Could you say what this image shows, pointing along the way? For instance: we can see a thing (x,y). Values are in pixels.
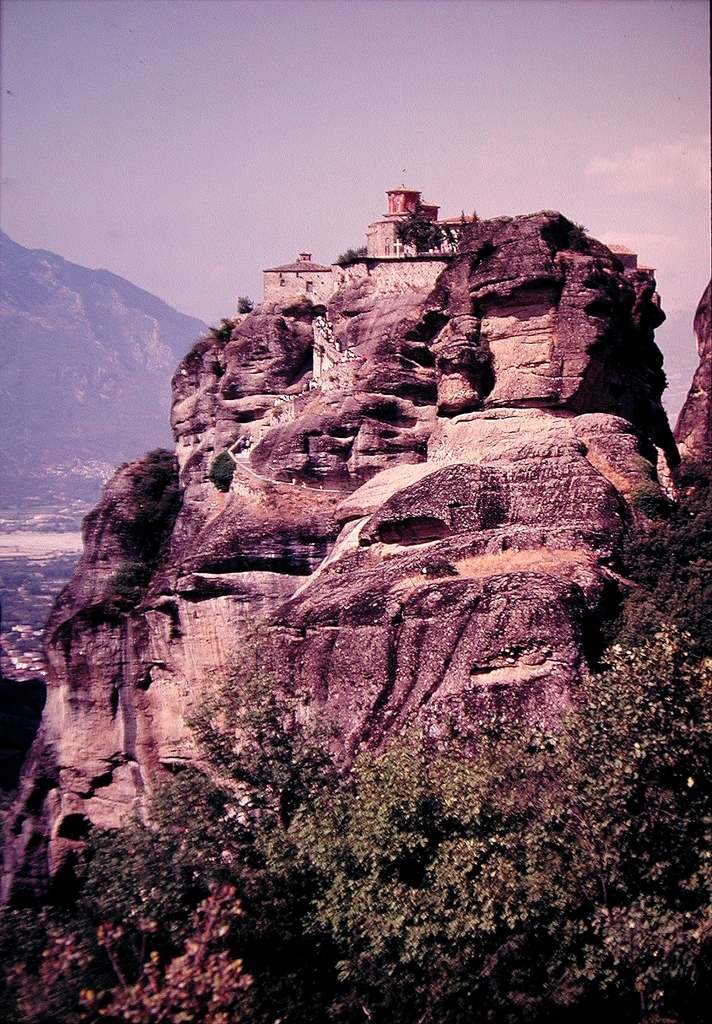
In this image we can see many trees (515,890). There are few houses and many hills (402,587) in the image. There is a blue and cloudy sky (483,114) in the image.
